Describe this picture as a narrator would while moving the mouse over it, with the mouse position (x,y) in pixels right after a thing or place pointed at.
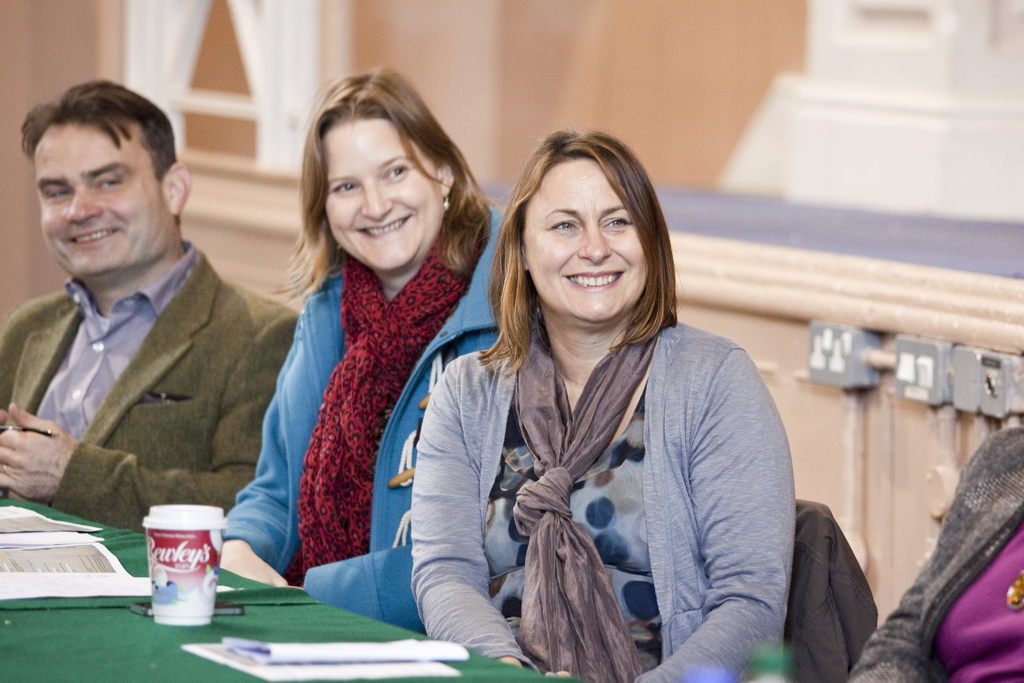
In this image I can see people (516,367) sitting on chairs (802,576) in front of a table (249,583). These people (477,463) are smiling. On the table (178,638) I can see a glass (181,608), papers (308,679) and other objects (150,614). In the background (571,39) I can see a wall (452,112) and other objects (316,87). The background of the image (846,291) is blurred.
